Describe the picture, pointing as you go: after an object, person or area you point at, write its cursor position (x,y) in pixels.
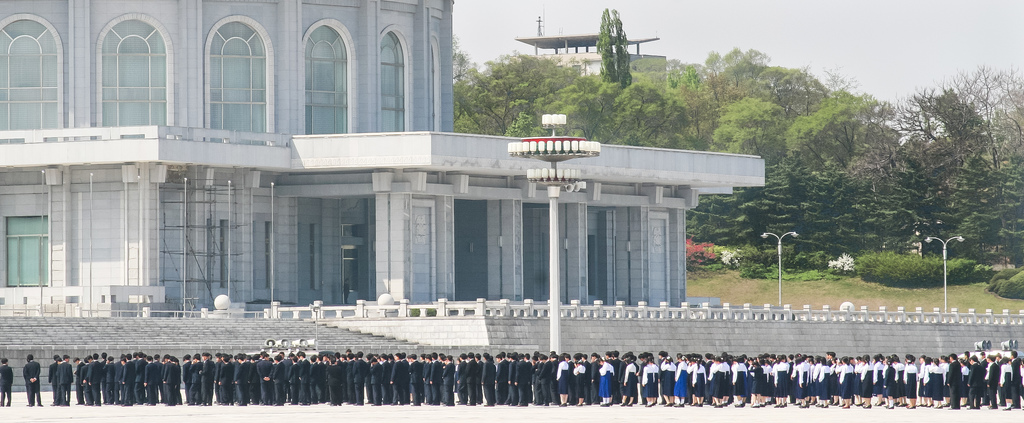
Many people (945,383) are standing on the ground (42,395). Men (215,380) are wearing suit (356,382) and women (649,374) are wearing white shirts (770,369) and blue skirts (682,384). There is a building (258,160) which has stairs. There are poles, trees (995,219) and sky (834,29) at the top (869,34).
